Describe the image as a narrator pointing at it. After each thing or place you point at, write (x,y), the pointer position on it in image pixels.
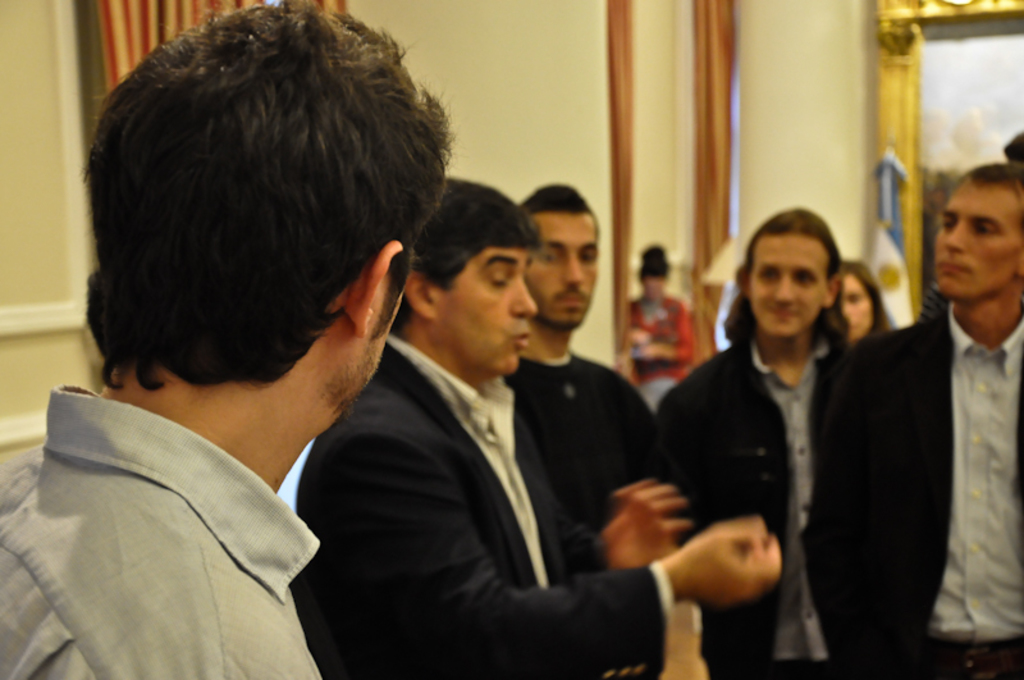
In the center of the image (551,446) there are group of persons (688,473) standing on the floor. At the left side of the image (251,613) we can see a person (226,488) standing. In the background (627,131) there is curtains (709,144), photo frame (892,104), person (676,306) and a wall (561,41).
